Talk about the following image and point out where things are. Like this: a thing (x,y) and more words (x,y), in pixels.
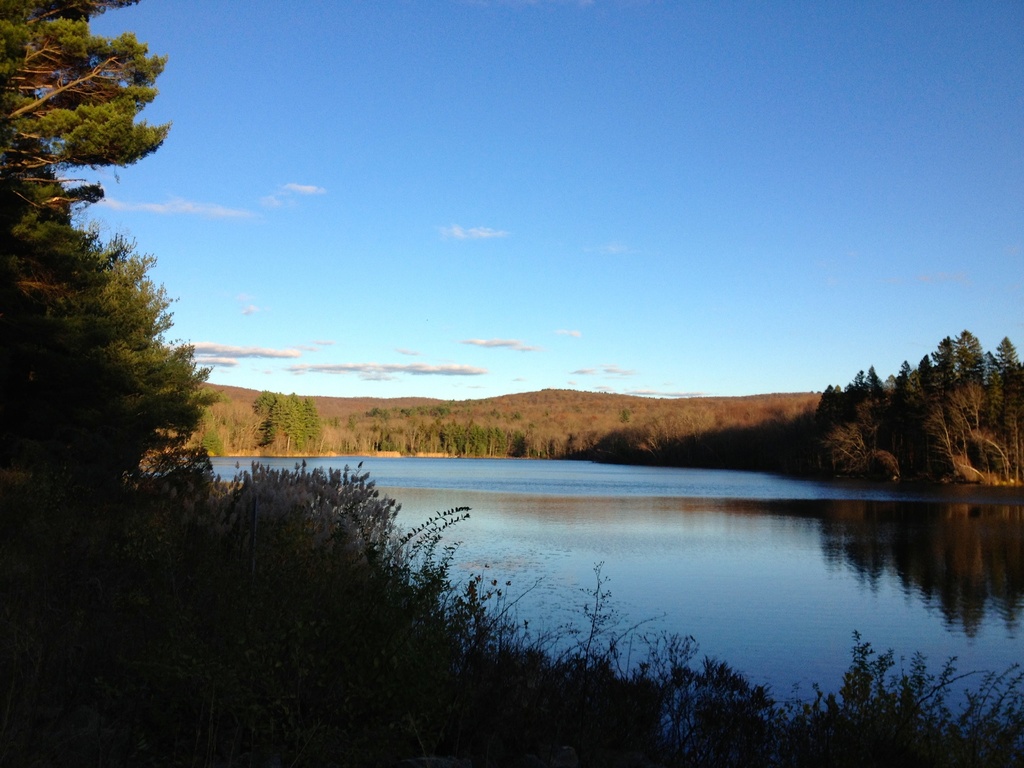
In this image I can see the grass (558,706). I can see the water (649,540). In the background (642,425), I can see the trees (933,432) and clouds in the sky (633,197).
